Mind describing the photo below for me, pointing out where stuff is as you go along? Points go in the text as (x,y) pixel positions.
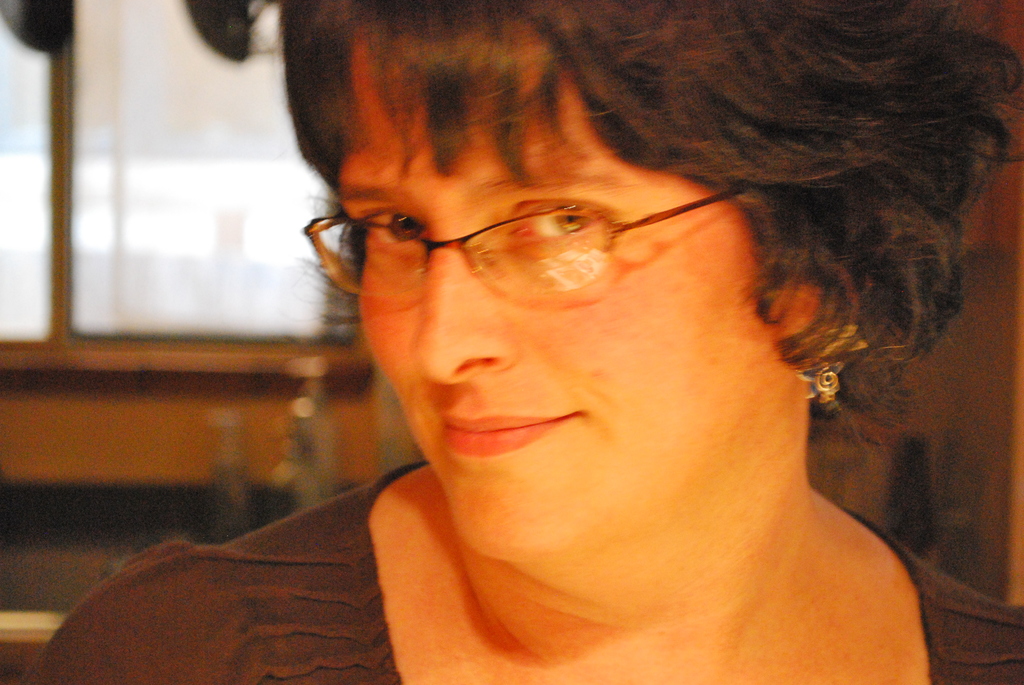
In this picture there is a woman (658,376) wearing spectacles (549,245) and an earring (821,373) to her ear (807,318) and there are some other objects (248,246) in the background (239,347).
